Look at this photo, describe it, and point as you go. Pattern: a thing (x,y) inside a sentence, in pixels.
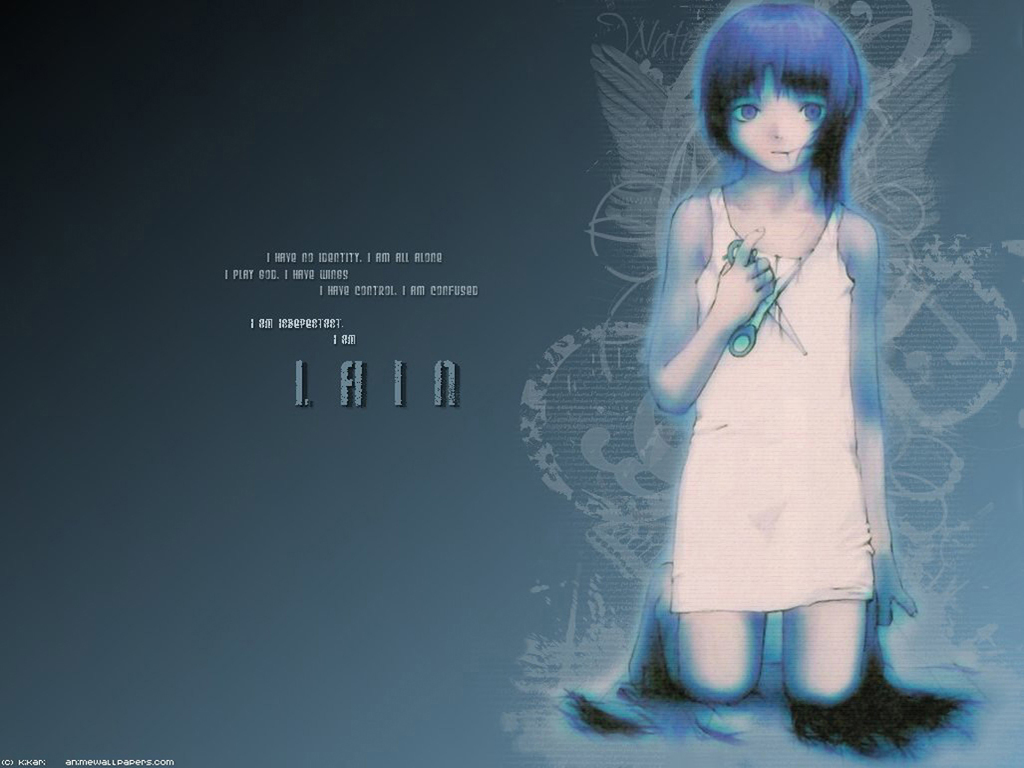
In this image I can see the digital art of a girl (719,446) wearing white dress (788,416) and holding scissors (736,354) in her hand (750,249). I can see her hair (810,57) is blue and black in color.
